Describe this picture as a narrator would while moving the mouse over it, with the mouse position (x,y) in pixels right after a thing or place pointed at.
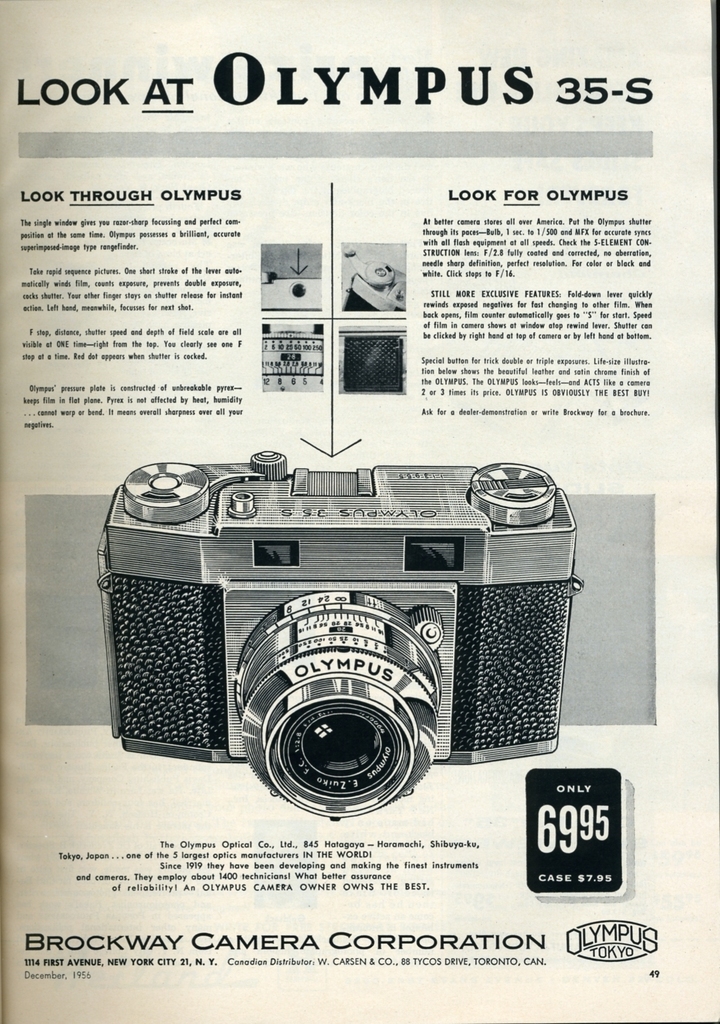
This is a paper (314,643). In the center of the image (313,605) we can see a camera (232,563). In the background of the image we can see some text (288,862).
